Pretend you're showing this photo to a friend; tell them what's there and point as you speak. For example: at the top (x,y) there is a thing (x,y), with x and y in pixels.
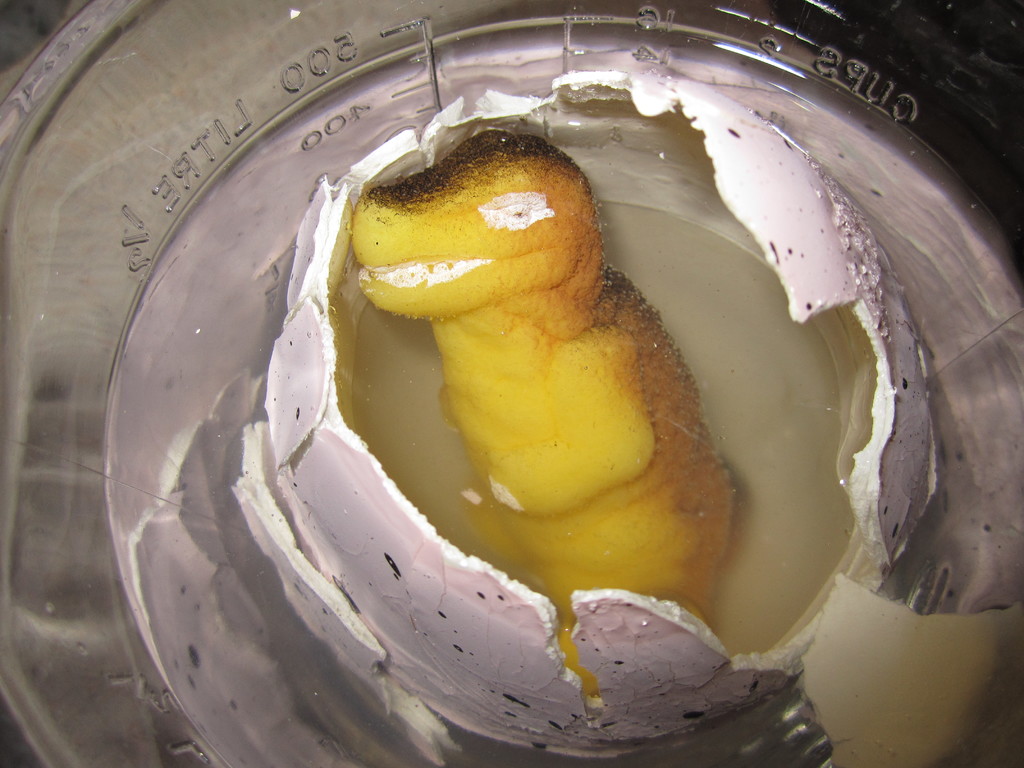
In this picture we can see a bowl (131,563) with a broken egg (901,504) and liquid (567,644) in it.
